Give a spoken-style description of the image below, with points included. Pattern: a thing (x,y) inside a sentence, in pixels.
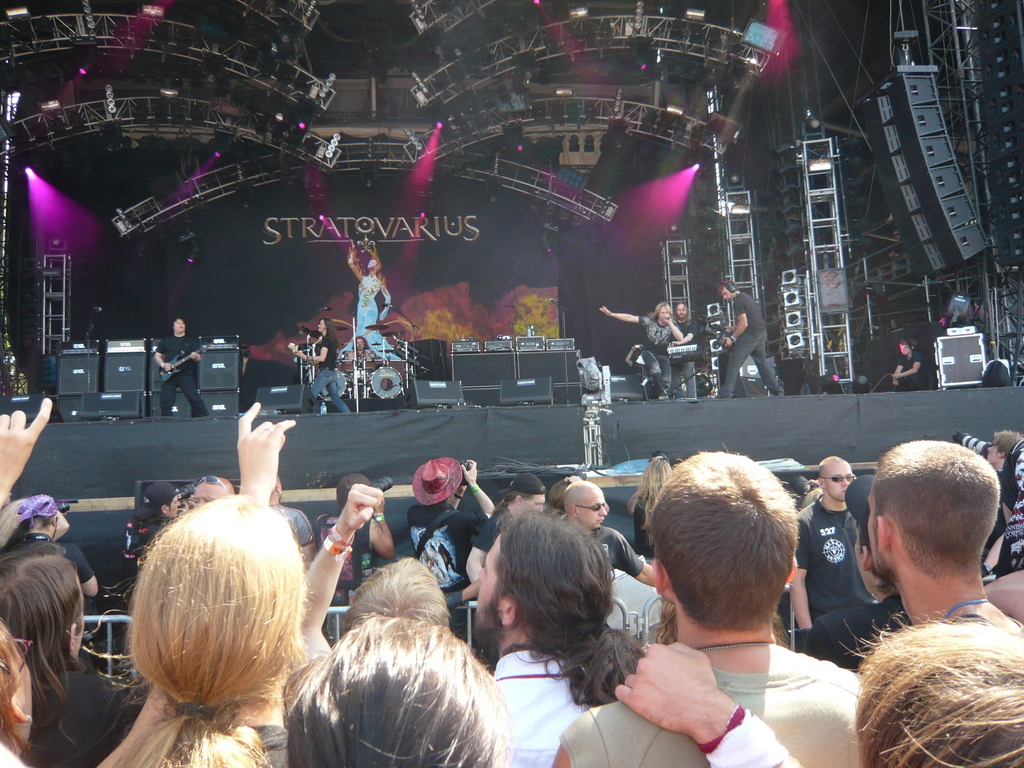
In this picture we can see some people (739,358) are performing on the stage (287,328), a person (175,347) on the left side (194,348) is playing a guitar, we can see musical instruments (370,360) and some boxes (114,380) present on the stage (477,380), there are some people (480,572) at the bottom (1002,628), in the background (556,194) we can see some metal rods (613,101) and lights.
